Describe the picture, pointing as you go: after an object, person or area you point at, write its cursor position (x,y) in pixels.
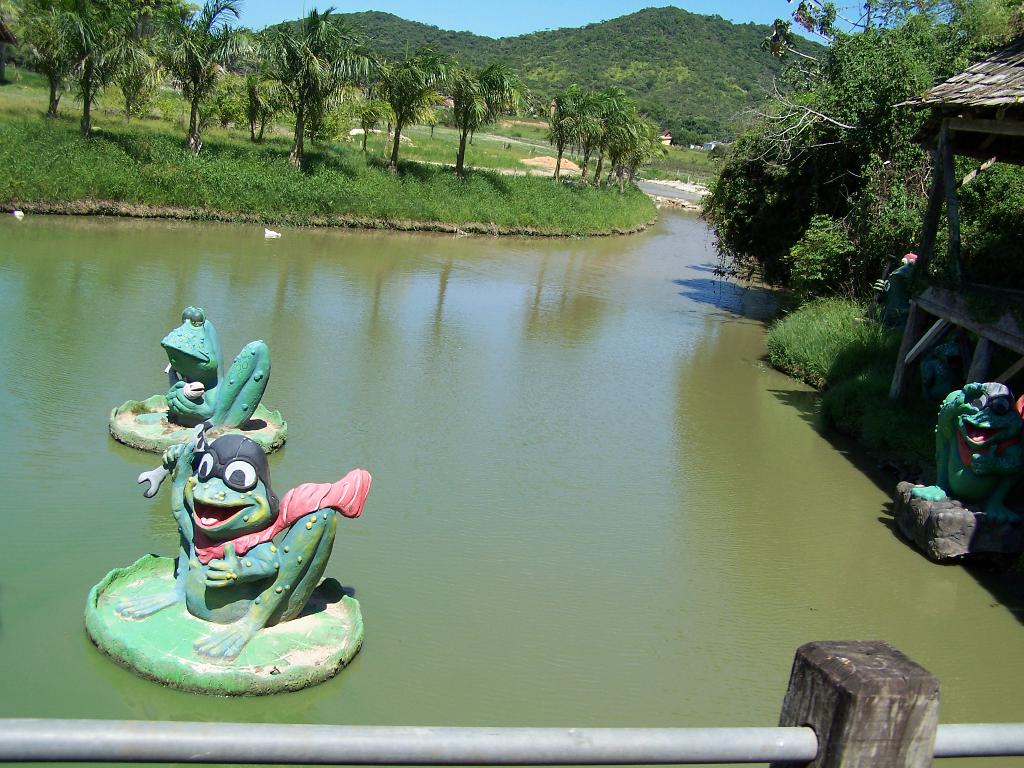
In the foreground of the picture (506,435) there are sculptures (244,517), water body (390,519) and hand railing (747,752). On the right (910,202) there are trees (963,192) and a building (1019,323). On the left (200,123) there are trees (231,115), grass (329,181), path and fields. In the background (584,56) there are hills (653,40) covered with trees (529,44). At the top (479,18) it is sky (587,16).
